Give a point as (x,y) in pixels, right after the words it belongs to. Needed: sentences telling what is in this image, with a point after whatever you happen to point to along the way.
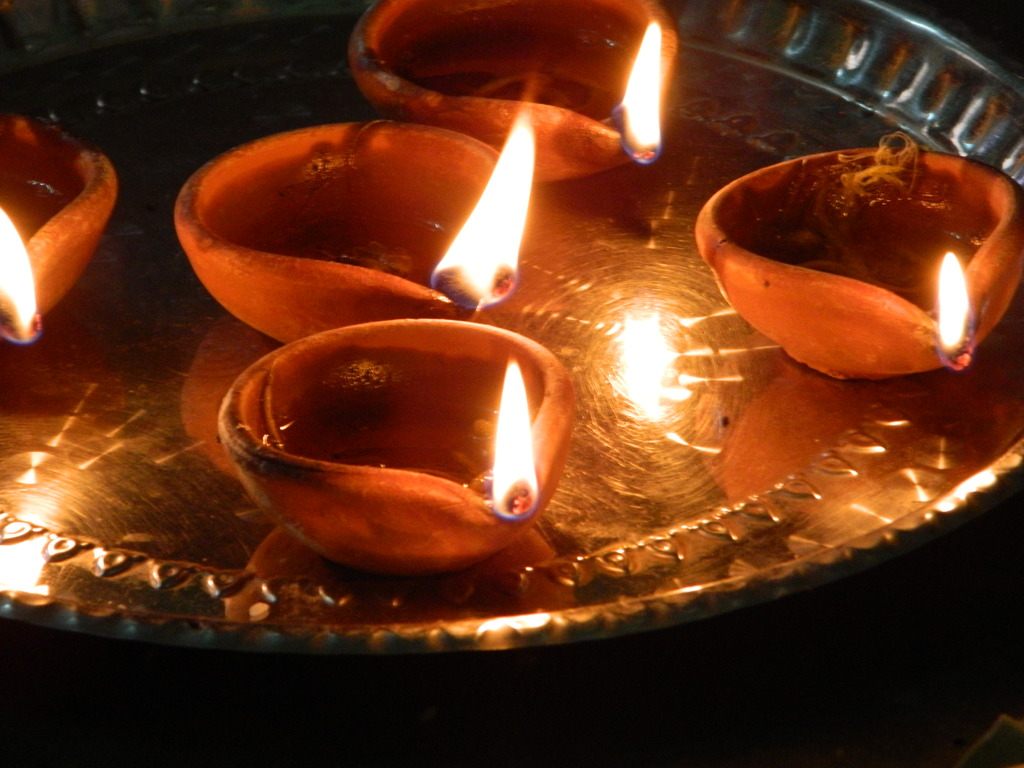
In this image I can see five diyas (754,213) in a plate (718,459). The background is dark.
